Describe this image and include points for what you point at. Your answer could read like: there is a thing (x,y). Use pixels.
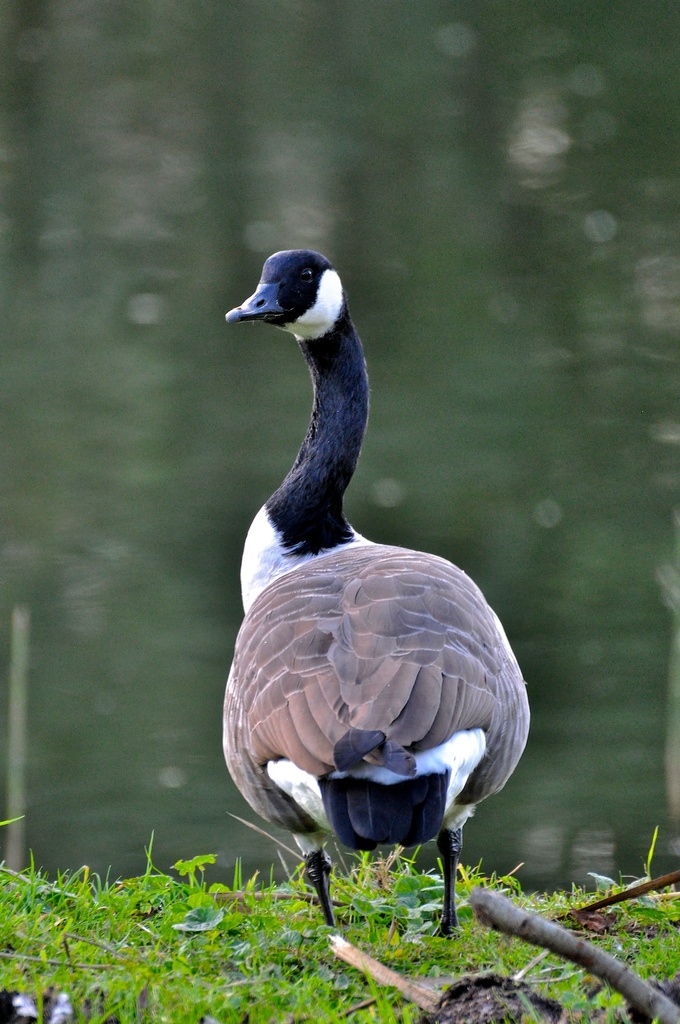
In this picture, we see a goose (323,506). It has a long black neck (318,468). At the bottom (169,942), we see the grass (371,924) and the twigs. In the background (199,465), it is green in color and this picture is blurred in the background (433,268).
